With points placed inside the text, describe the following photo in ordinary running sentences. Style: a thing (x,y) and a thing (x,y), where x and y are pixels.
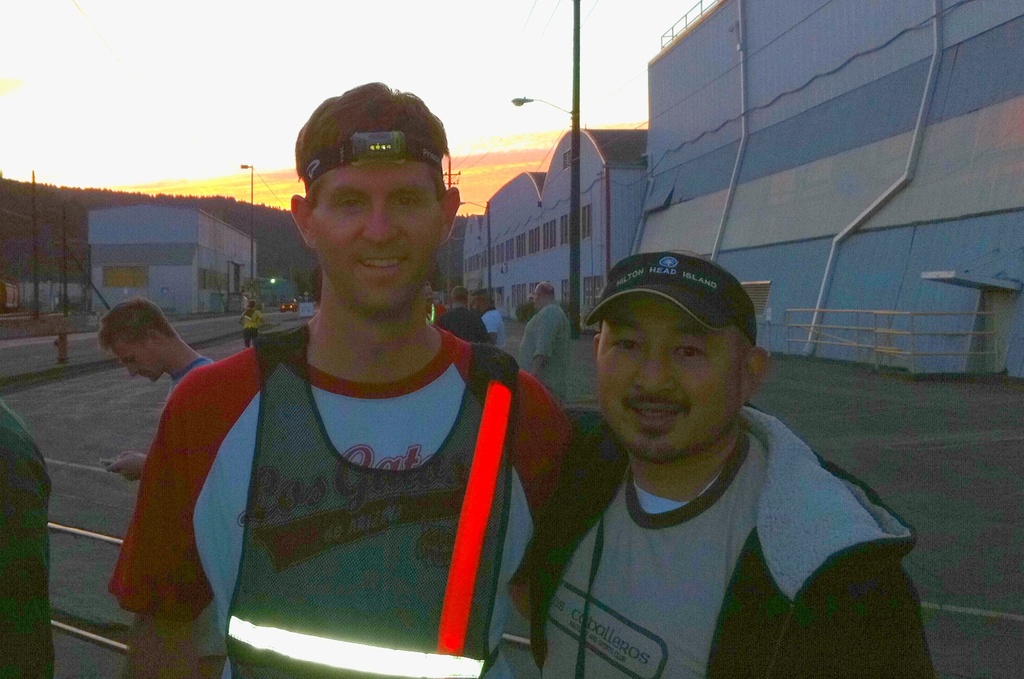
In this image I can see few people (52,640) are standing. I can also see smile on their faces (378,256) and I can see most of them are wearing t shirts (344,427). Here I can see he is wearing a cap (698,316) and black jacket (792,554). In the background (854,263) I can see buildings (660,222), poles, street lights (545,103), a vehicle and a fire hydrant (61,339) over here.
